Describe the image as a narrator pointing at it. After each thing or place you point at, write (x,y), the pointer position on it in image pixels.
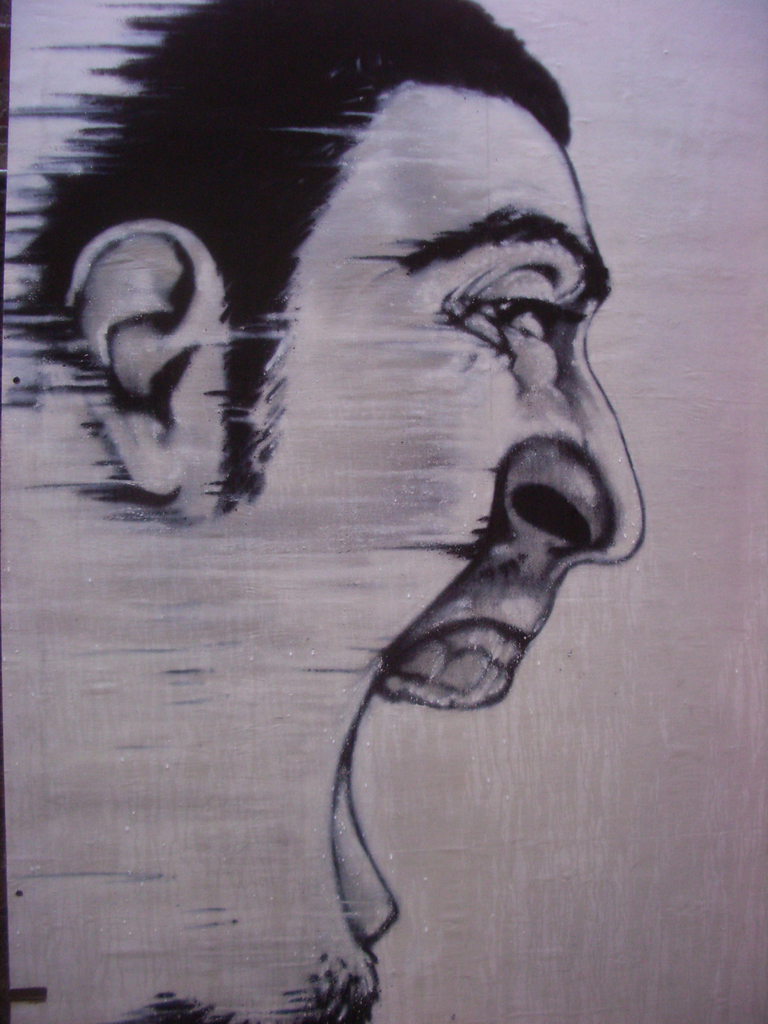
Here in this picture we can see a sketch (367,171) drawn on a paper (419,752) over there.
